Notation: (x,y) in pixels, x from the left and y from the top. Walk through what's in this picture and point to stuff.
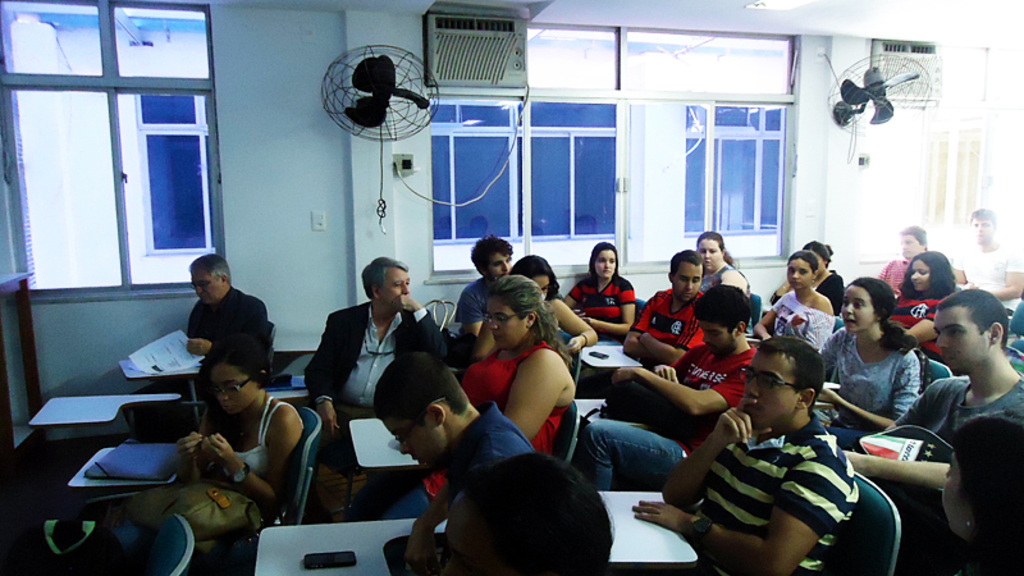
In this image in the center (509,360) there are some people (264,445) who are sitting on chairs (156,427), and there are some desks (122,418). On the desks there are some papers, and in the background (447,159) there are glass windows (774,164) and a wall (301,191). On the wall (293,100) there are two fans (336,84) and on the top of the image (454,50) there are two air conditioners (460,69).
